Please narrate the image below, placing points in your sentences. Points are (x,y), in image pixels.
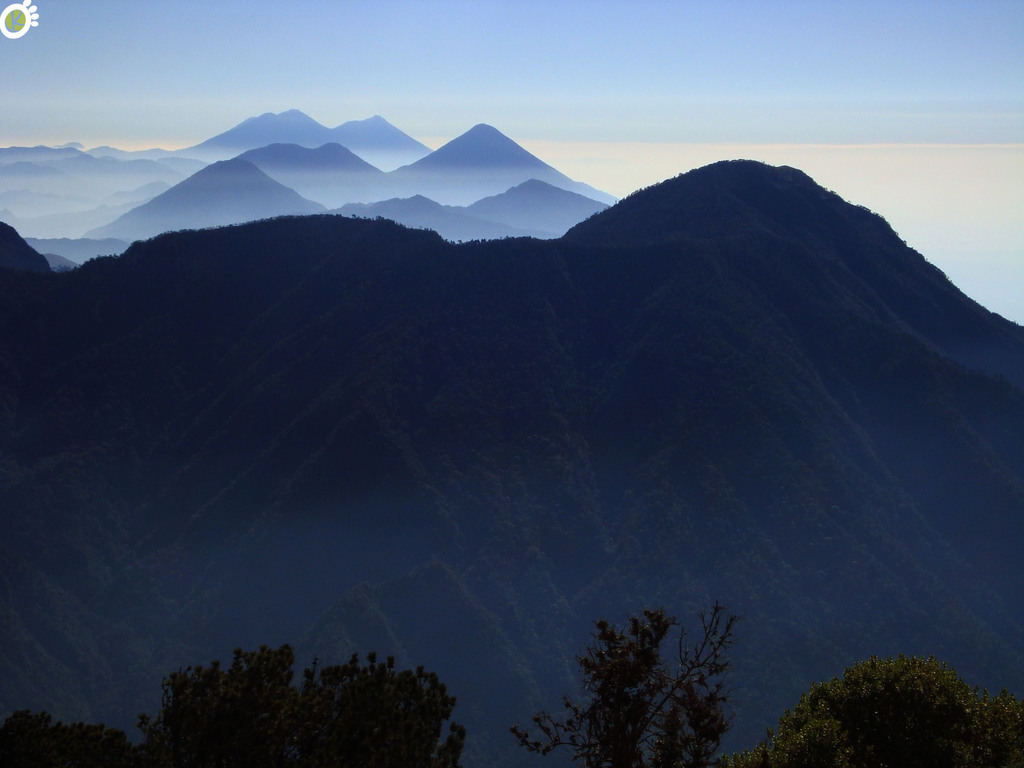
In this picture we can see trees (350,689), mountains (307,614) and in the background (821,86) we can see the sky (428,69) with clouds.
